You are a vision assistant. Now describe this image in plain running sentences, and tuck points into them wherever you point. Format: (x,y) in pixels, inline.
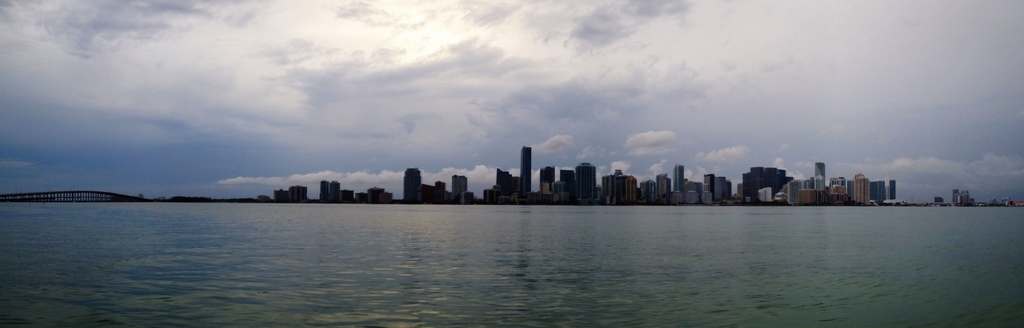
In this picture there is water (411,215) at the bottom side of the image (580,238) and there are buildings (569,198) in the center of the image (420,176).
